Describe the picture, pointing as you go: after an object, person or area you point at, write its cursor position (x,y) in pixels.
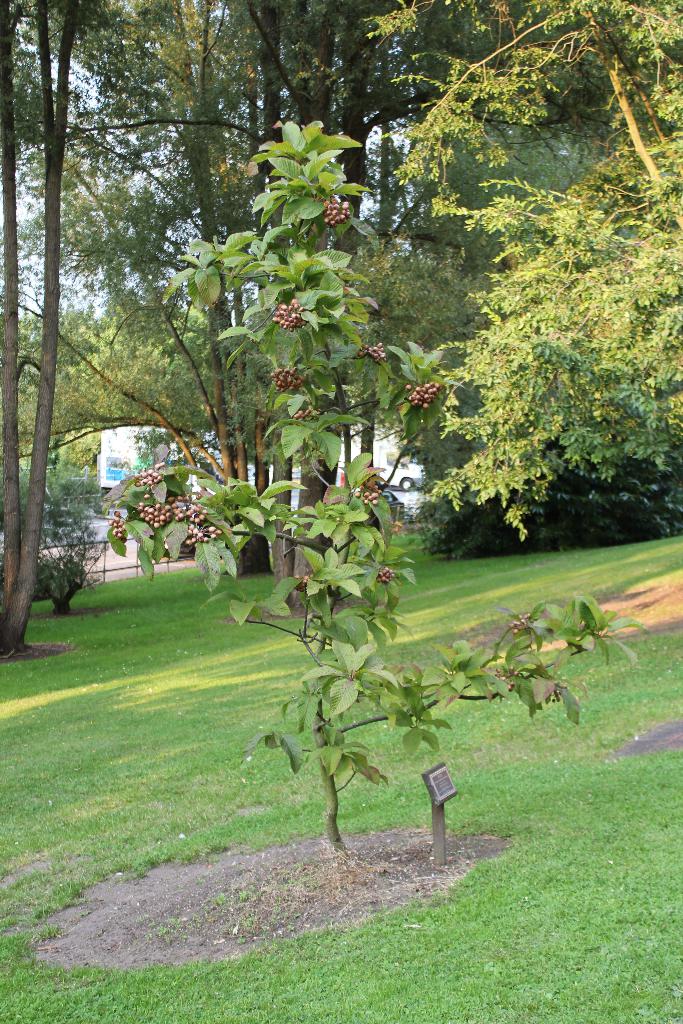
In this image, we can see a plant (186,490) and in the background (367,194), there are trees (398,277). At the bottom (320,801), there is ground (204,747).
